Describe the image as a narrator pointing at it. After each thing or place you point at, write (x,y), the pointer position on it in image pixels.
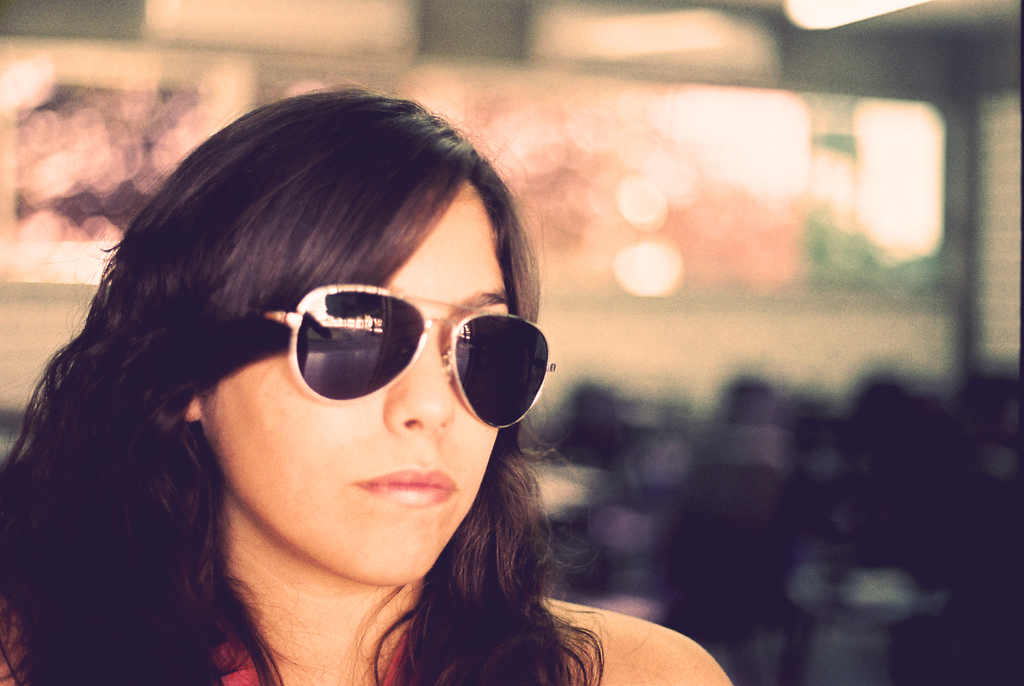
In this image we can see a woman (383,445) wearing the spectacles (344,387) and the background (876,304) is blurred.
